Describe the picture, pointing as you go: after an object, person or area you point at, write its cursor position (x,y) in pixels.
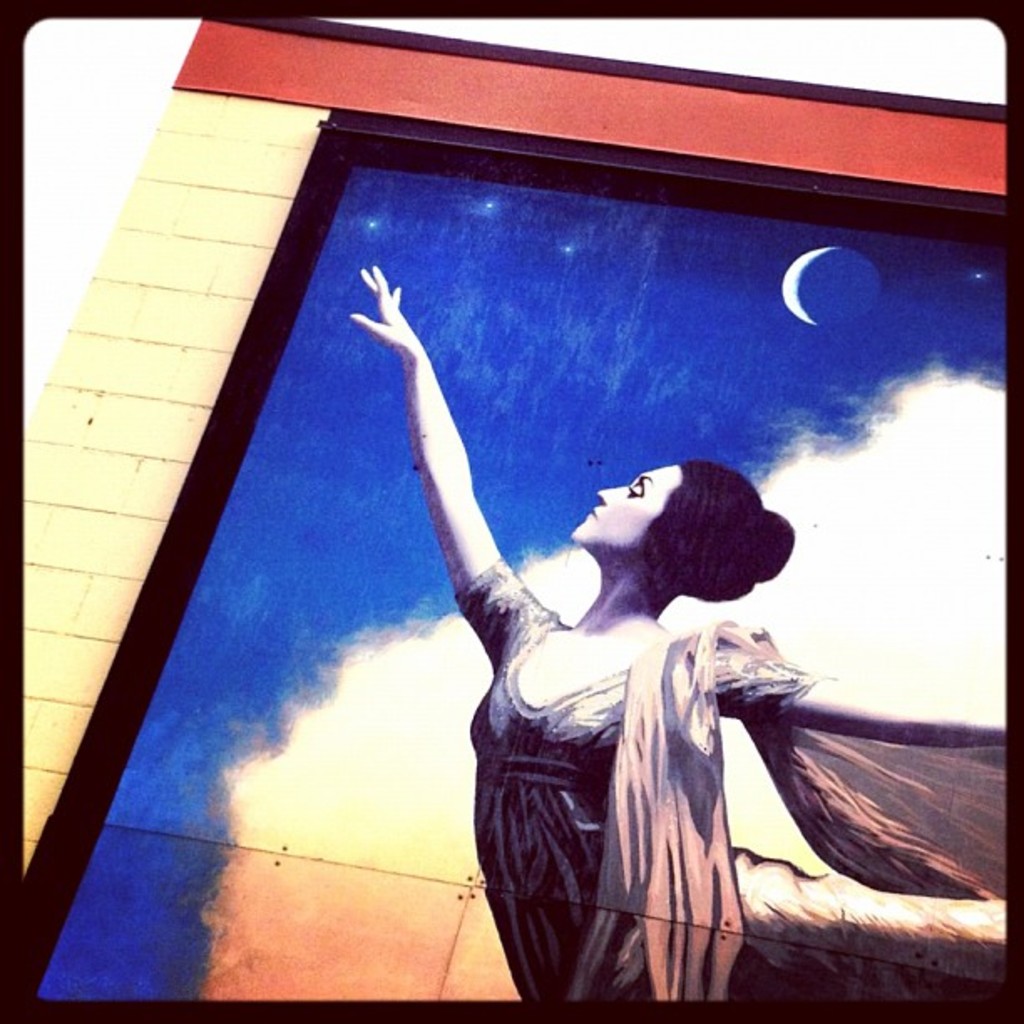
In this image, we can see a picture (256,918), in that picture (789,976) there is a woman (593,847) standing, at the top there is a white color half moon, we can see a brick wall (41,548).
